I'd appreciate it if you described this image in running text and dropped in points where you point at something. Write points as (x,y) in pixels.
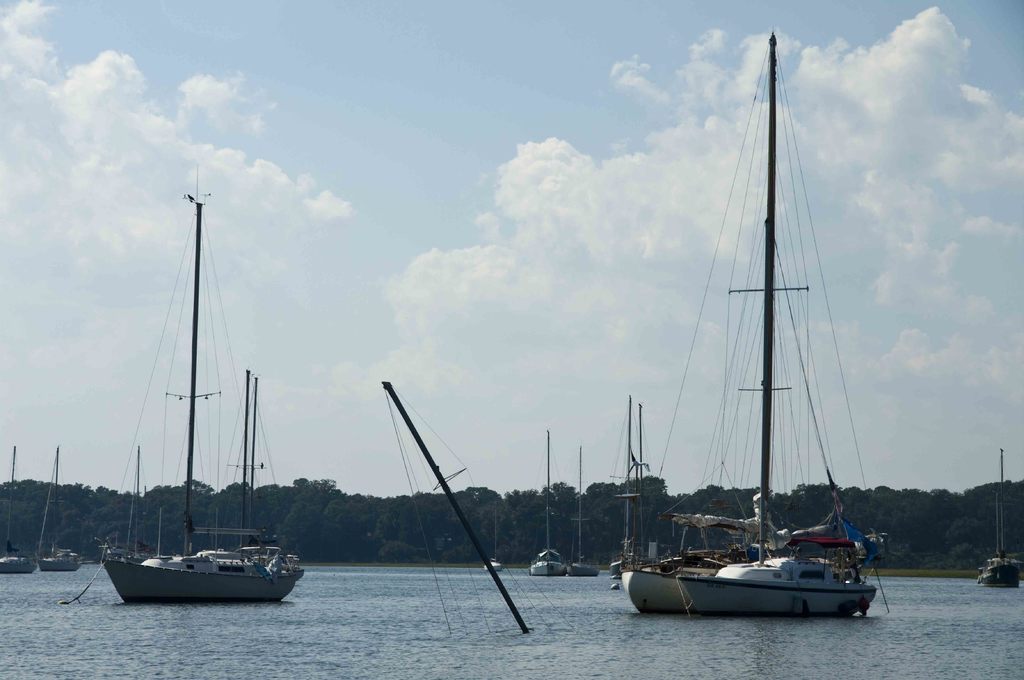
In this picture I can see the water (105,671), on which there are number of boats (268,541) and I can see the poles (246,470) and wires (43,523) on the boats (9,563). In the background (565,505) I can see number of trees (436,496) and I can see the sky (383,222).
